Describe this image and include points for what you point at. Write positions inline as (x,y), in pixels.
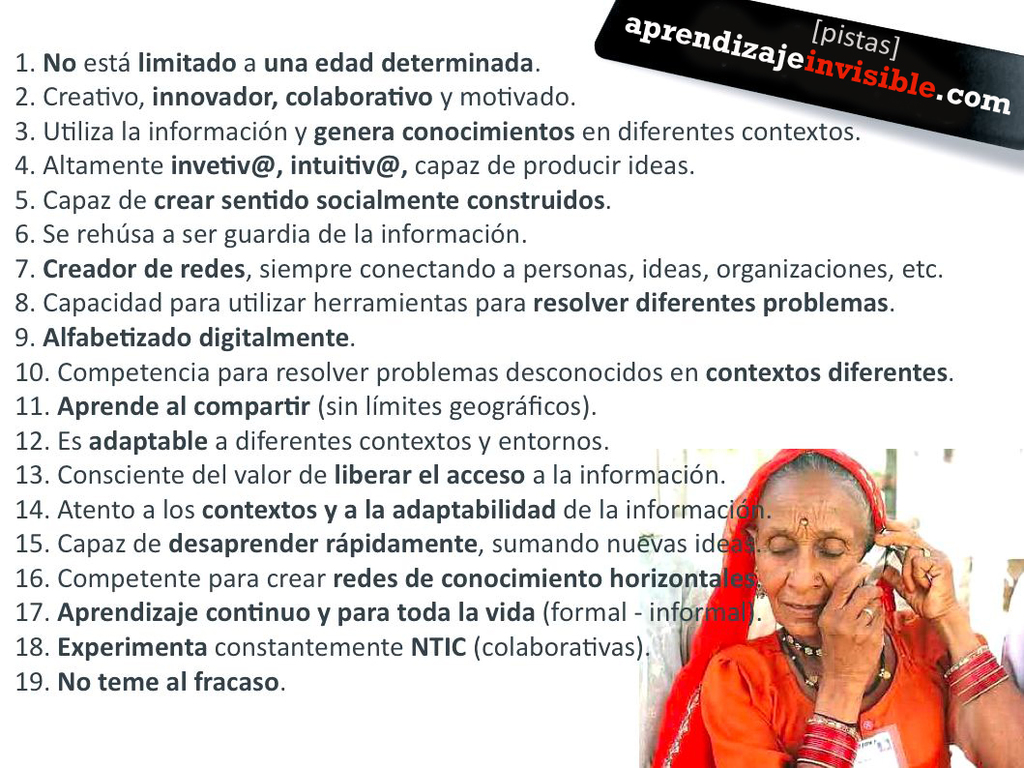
In the picture I can see a woman (799,542) is holding an object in hands (848,652). The woman (871,667) is wearing bangles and some other objects (807,649). I can also see something written on the image.
